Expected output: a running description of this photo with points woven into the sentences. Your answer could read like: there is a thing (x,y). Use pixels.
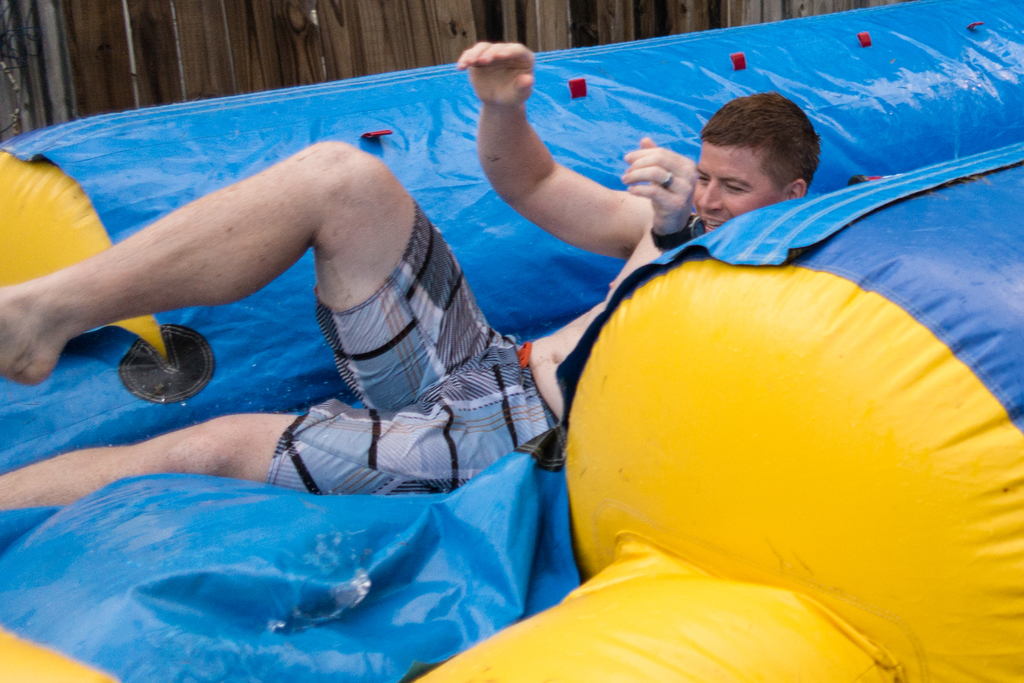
In this image there is a man (544,227) on the object (599,331) which is yellow and blue in colour. In the background (391,64) there is a wooden fence (330,20).
